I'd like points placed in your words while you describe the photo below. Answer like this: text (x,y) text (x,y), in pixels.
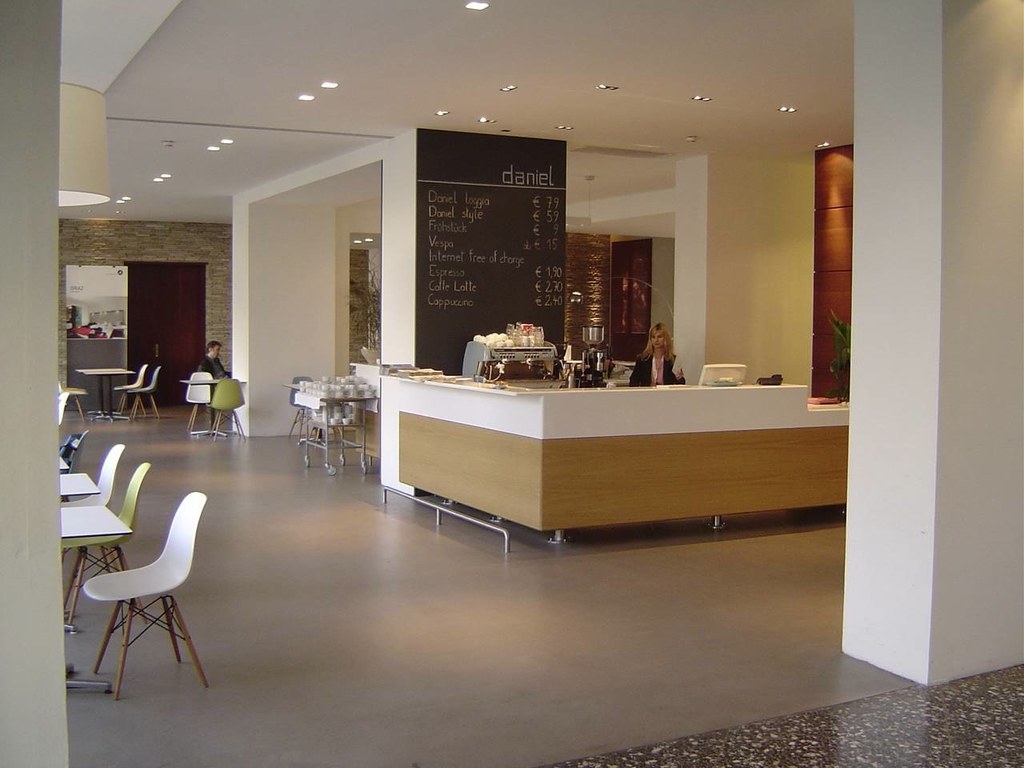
This is a picture of inside of room (623,425), in this picture on the left side (190,546) there are some chairs (131,504) and in the center (441,455) there is a reception table (617,426) and one woman (662,368) is sitting and there is one board (453,230). On the board (484,196) there is some text (446,227) and also we could see some objects (564,363), in the background (110,391) there is wall (277,394), tables (96,371), chairs (237,388) and one person (216,368) is sitting. And also on the tables (352,397) there are some glasses (306,386), doors (150,348), wall (602,294), lights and at the top (309,84) there is ceiling (337,80) and some lights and at the bottom (337,627) there is floor (138,524).
